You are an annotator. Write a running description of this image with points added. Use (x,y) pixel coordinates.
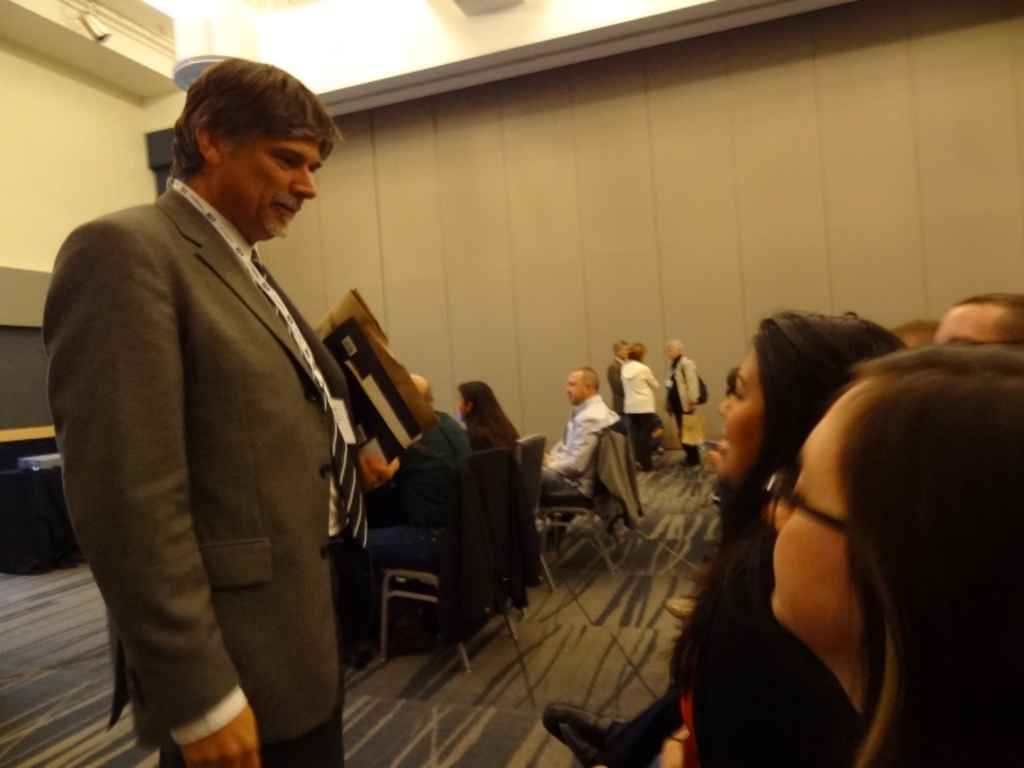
In front of the image there is a person (245,374) standing by holding some objects (376,400) in his hand (383,468), in front of the person (334,448) there are a few other people (819,476) sitting in chairs (582,505), beside the person (281,518) there are a few other people (390,503) sitting in chairs (538,456) and there are a few people (626,427) standing, behind the person (353,481) there are some objects (44,455) on the table (42,516). In the background of the image (55,214) there is a wall (364,200). At the top of the image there is a camera (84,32) on the rooftop (148,40).
